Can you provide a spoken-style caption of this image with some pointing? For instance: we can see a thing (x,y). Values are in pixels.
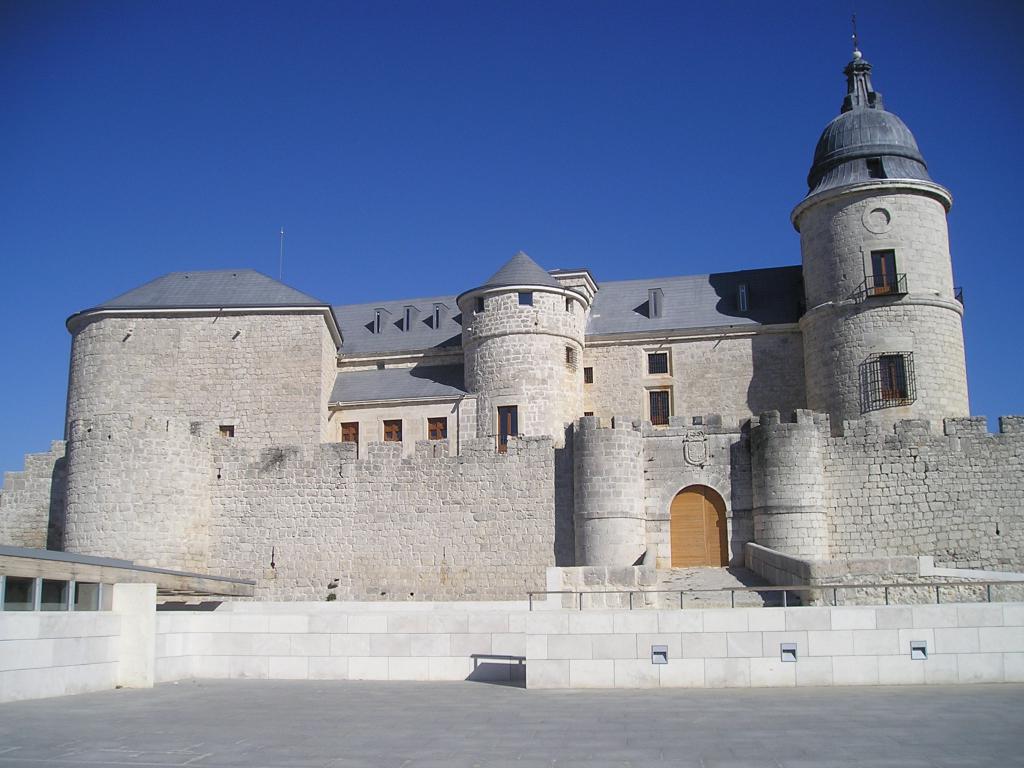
In this image, we can see a castle (807,291). In the background of the image (944,49), there is a sky (801,177).
